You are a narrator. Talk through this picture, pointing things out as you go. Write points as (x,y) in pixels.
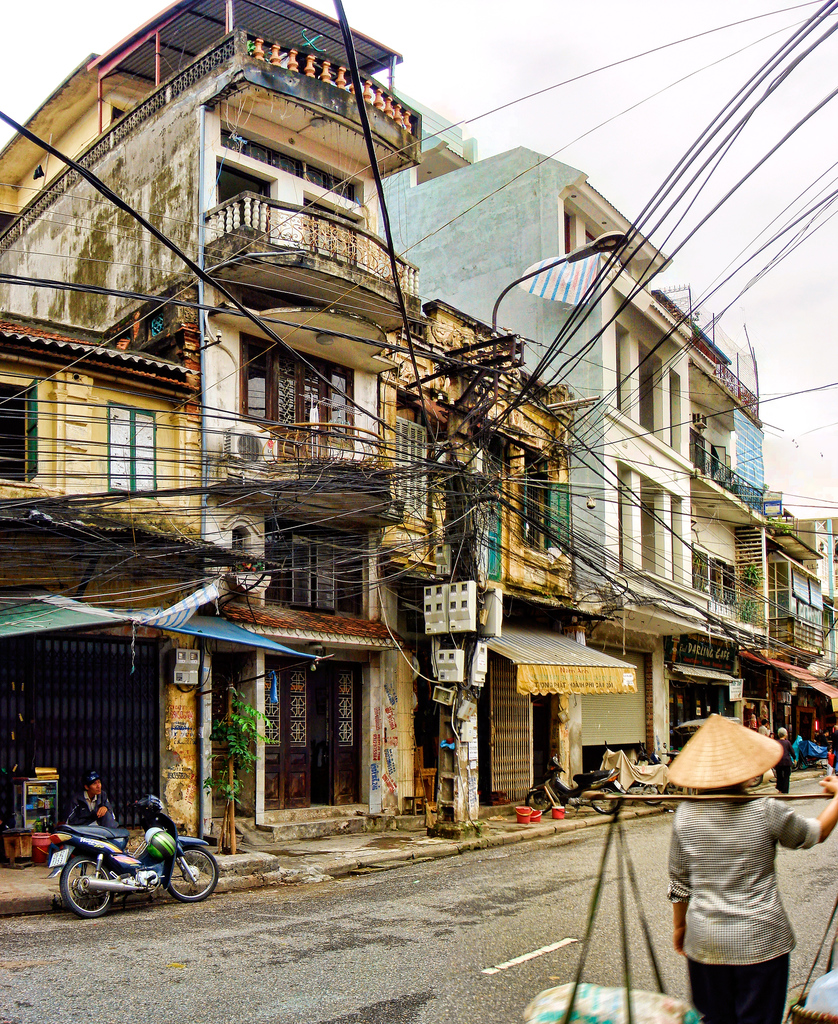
There is a person (748,825) standing and holding few objects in the right corner (720,895) and there are few buildings (508,449) and a pole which has many wires (470,501) attached to it in the center (437,483).
